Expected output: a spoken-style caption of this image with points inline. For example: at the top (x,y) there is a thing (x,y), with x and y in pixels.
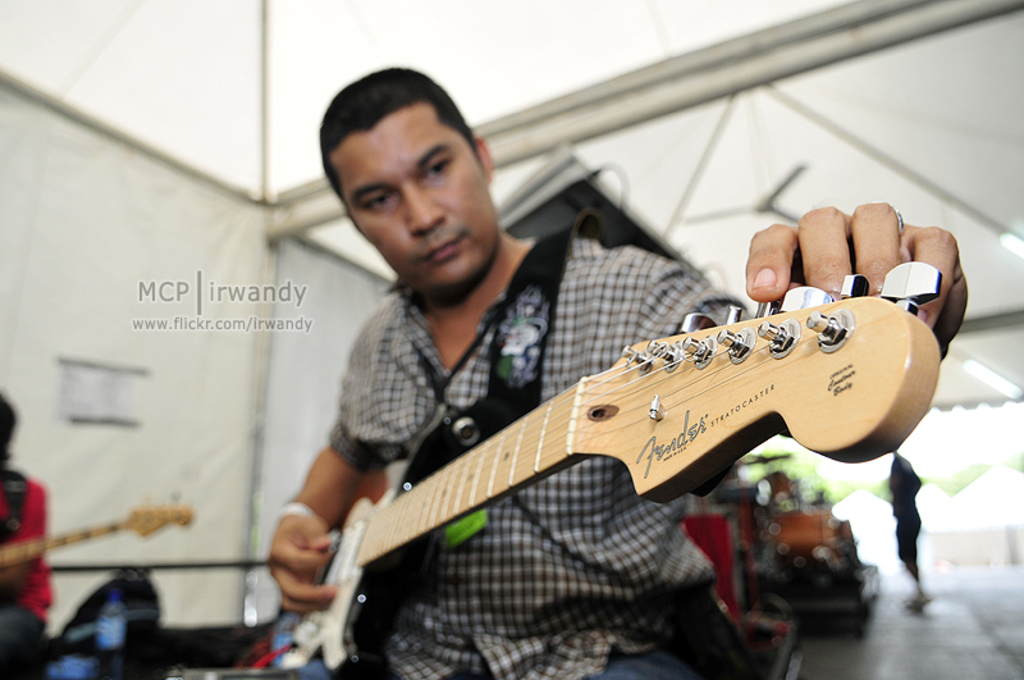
In this image In the middle (475,325) there is a man (563,512) he wears check shirt (559,345) and trouser (637,662) he is playing guitar (711,415). On the left (43,539) there is a person (42,584) with guitar (118,529). In the background (212,533) there is a person (898,524), tent (885,503) and floor (927,632).
